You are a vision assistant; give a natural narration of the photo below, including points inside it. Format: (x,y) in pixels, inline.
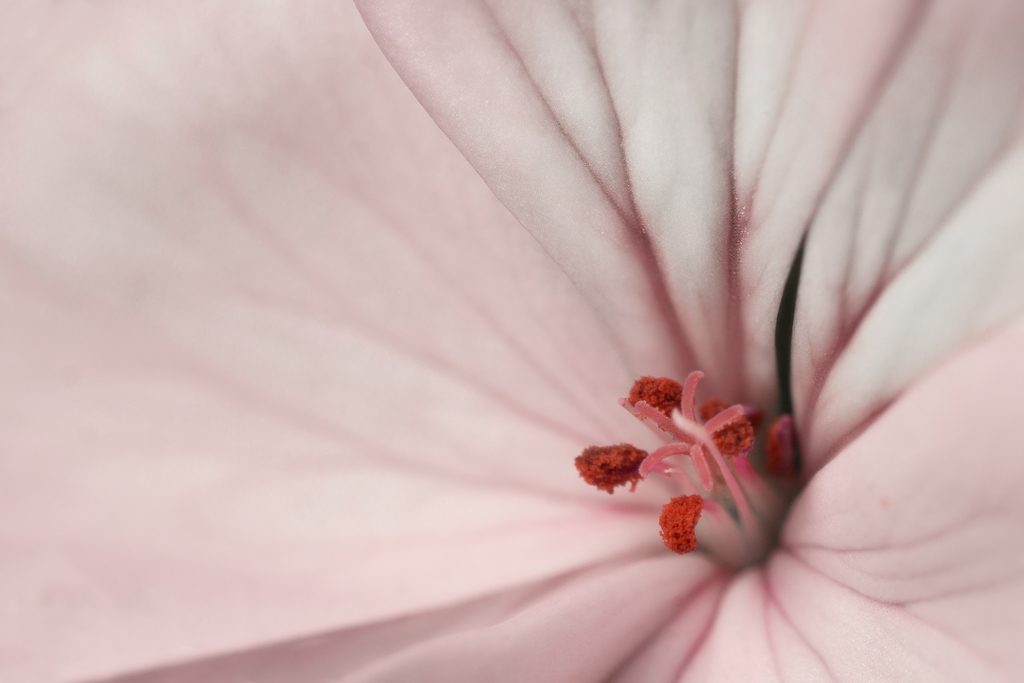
In this picture I can see a flower (478,620), which is of pink and red color.
